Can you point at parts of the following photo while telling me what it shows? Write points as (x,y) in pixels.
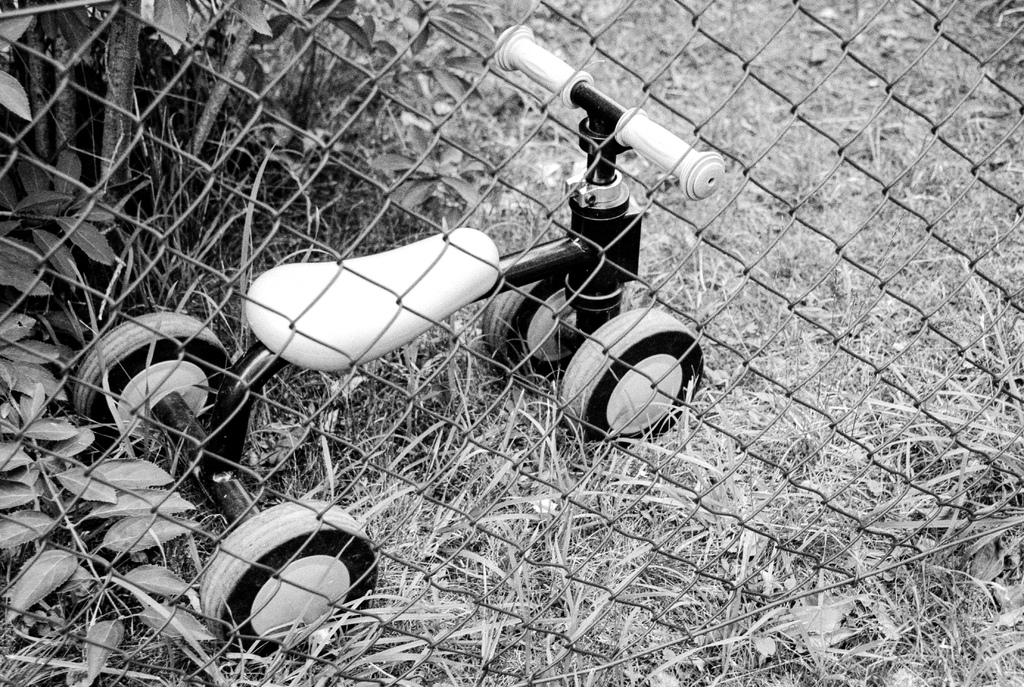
This is the black and white image and we can see a mini vehicle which looks like a bicycle (287,601) and we can see some plants (288,159) and grass (755,668) on the ground (810,601) and there is a fence (992,462).
